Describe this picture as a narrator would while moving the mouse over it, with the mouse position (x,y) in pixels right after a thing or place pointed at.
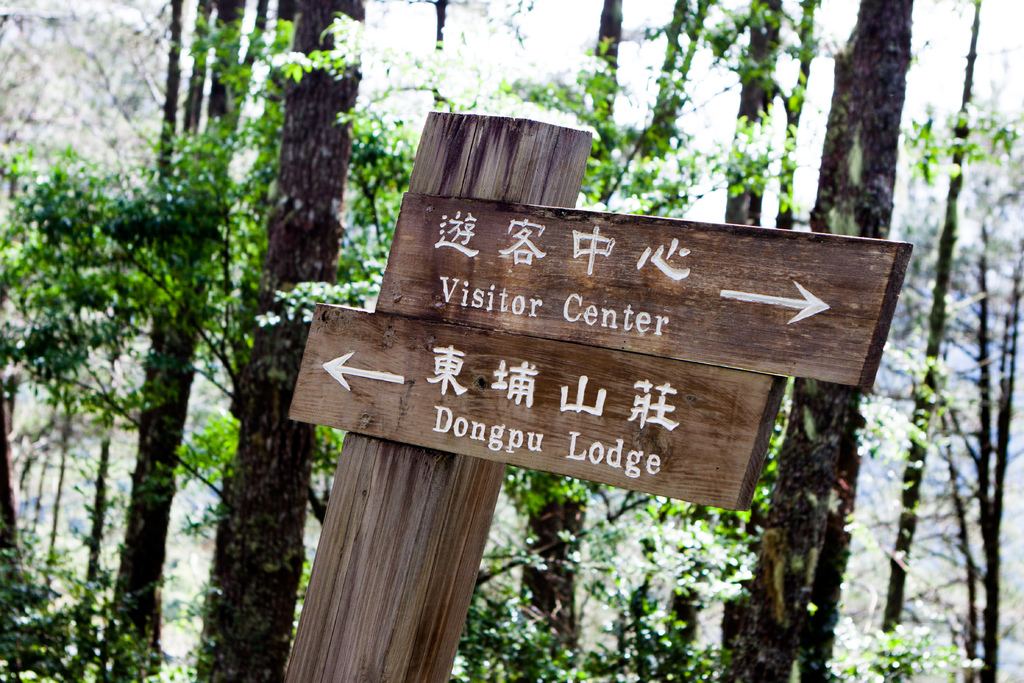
These are trees (722,559), this is wooden board (598,349).
